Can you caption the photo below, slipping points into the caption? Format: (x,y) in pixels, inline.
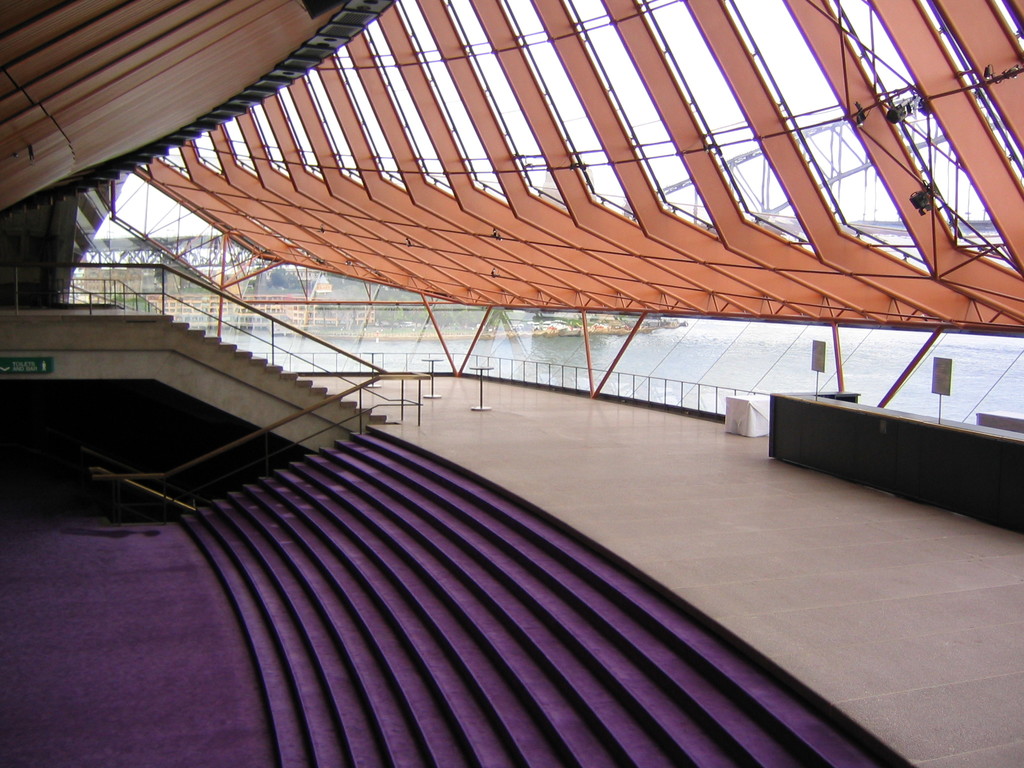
This image is clicked inside. It looks like a hall (463,474). At the bottom (404,682), there are steps (404,682). At the bottom (656,698), there are steps (443,650). At the top (204,73), there is a roof (567,249). To the right (784,378), there is water (1005,389).
